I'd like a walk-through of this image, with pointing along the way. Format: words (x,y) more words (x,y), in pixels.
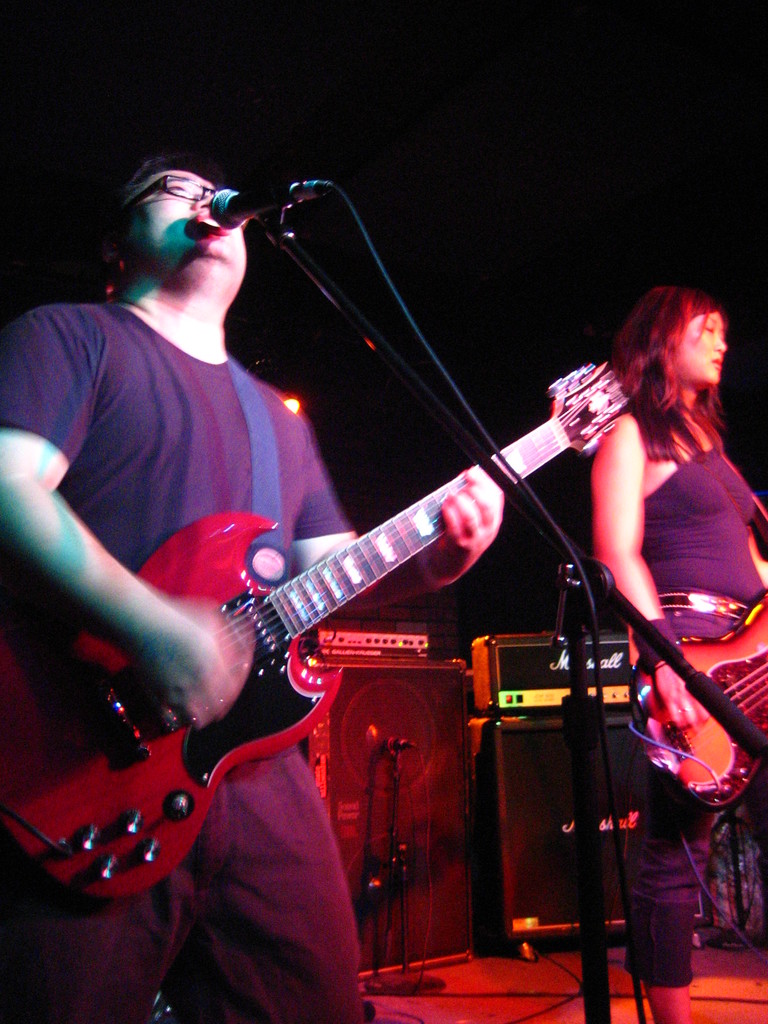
In this image i can see a man (176,476) wearing a t shirt (131,475) and a pant (251,878) standing and holding a guitar (262,694). I can see a microphone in front of him. In the background (482,652) i can see a musical system (519,725), a woman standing and holding a guitar (733,696) and the dark background.
